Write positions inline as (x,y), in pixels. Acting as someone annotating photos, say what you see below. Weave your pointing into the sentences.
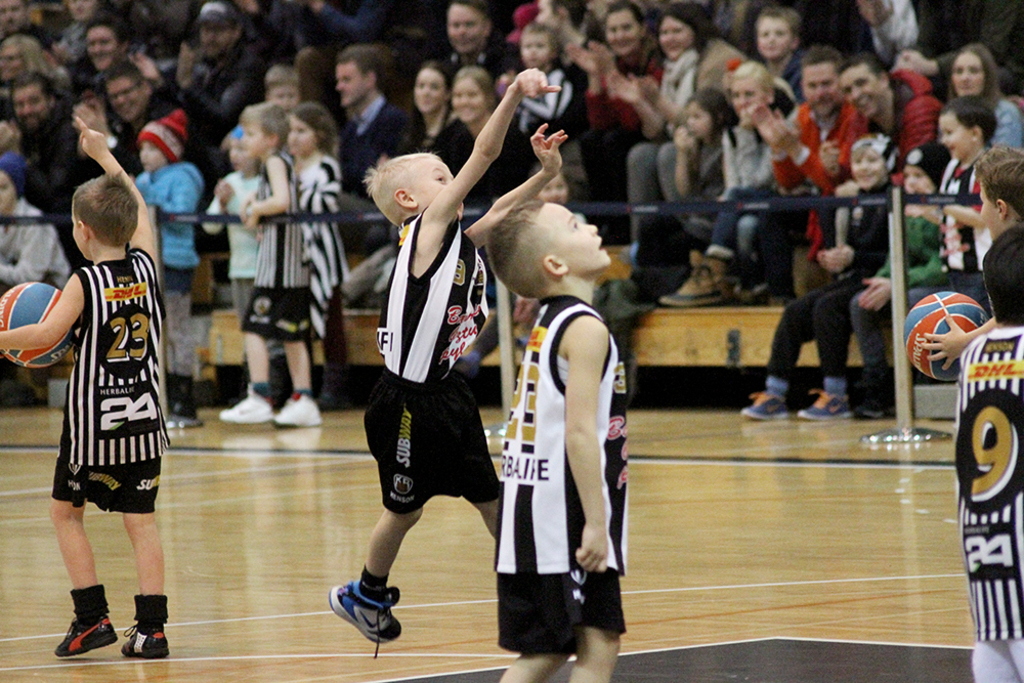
In this picture there are some small boys (523,392) in the court (362,550) and playing the basketball. Behind we can see the audience (691,161) sitting and enjoying the game.
